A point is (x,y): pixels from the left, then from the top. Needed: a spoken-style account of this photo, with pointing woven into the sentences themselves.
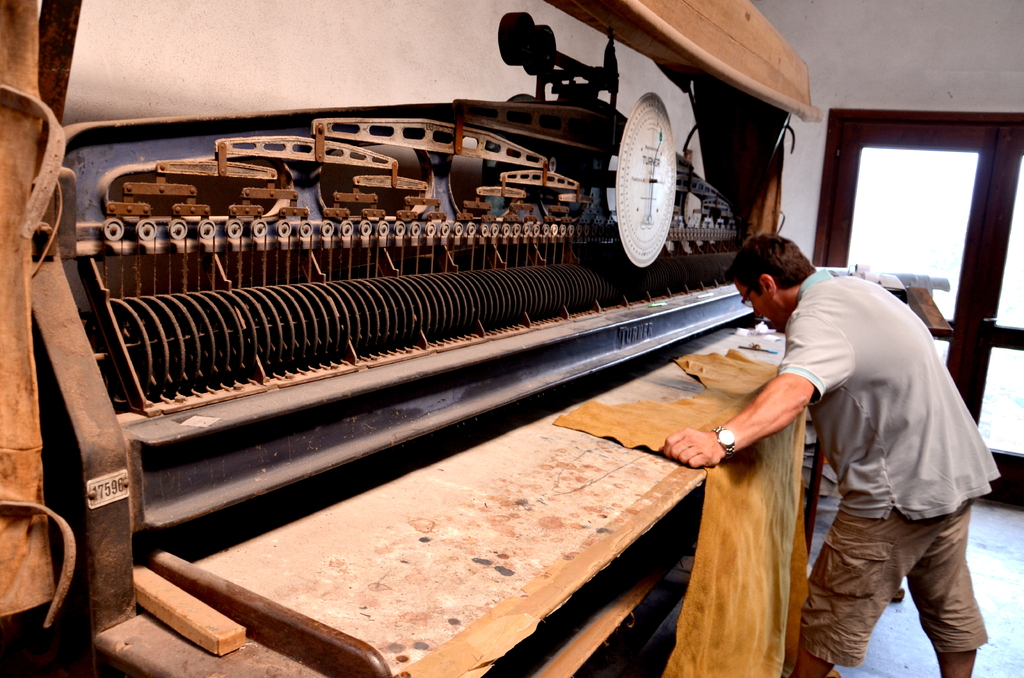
In the image we can see a man (869,377) standing, wearing clothes (908,404), wrist watch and spectacles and he is holding a cloth (724,484) in his hand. Here we can see a metal object (398,290), floor (985,572) and a window (895,268).
